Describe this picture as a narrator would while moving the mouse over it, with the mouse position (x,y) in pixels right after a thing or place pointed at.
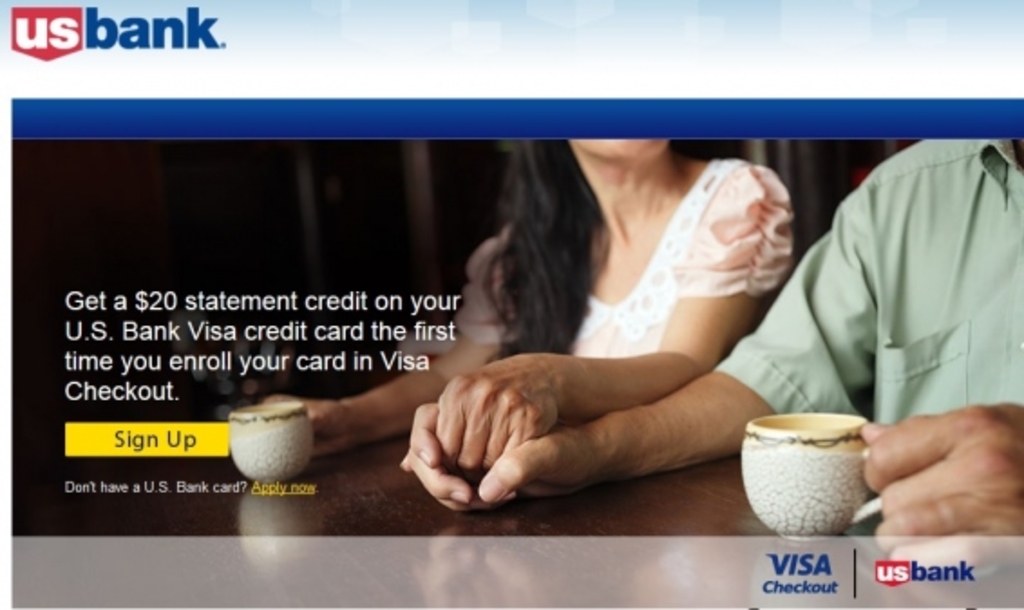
This is a poster and in this poster we can see a man (957,308) and a woman (724,270), cups (754,496) on the table (731,464) and some text (311,361).
